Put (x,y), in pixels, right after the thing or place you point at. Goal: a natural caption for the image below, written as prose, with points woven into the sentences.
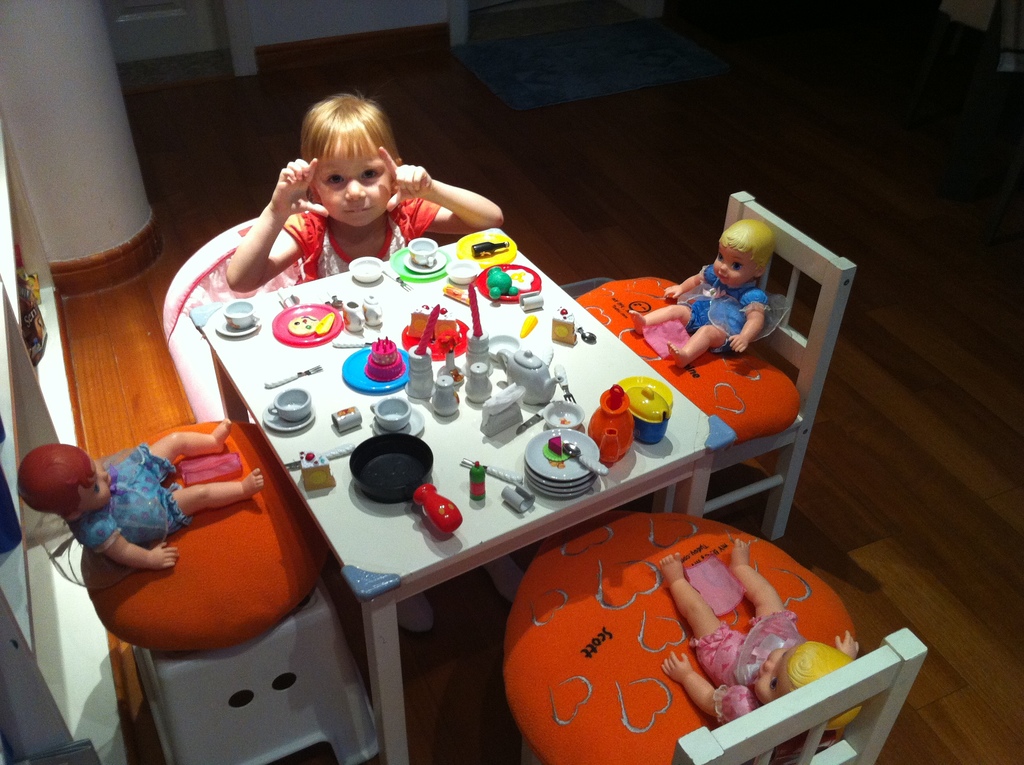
In this image we can see a girl (411,178) sitting in front of the table (574,500) and on the table (577,367) we can see the playing objects (420,480). We can also see the toys (123,511) placed on the chairs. In the background (645,55) we can see the mat (644,69) on the floor (847,217).
